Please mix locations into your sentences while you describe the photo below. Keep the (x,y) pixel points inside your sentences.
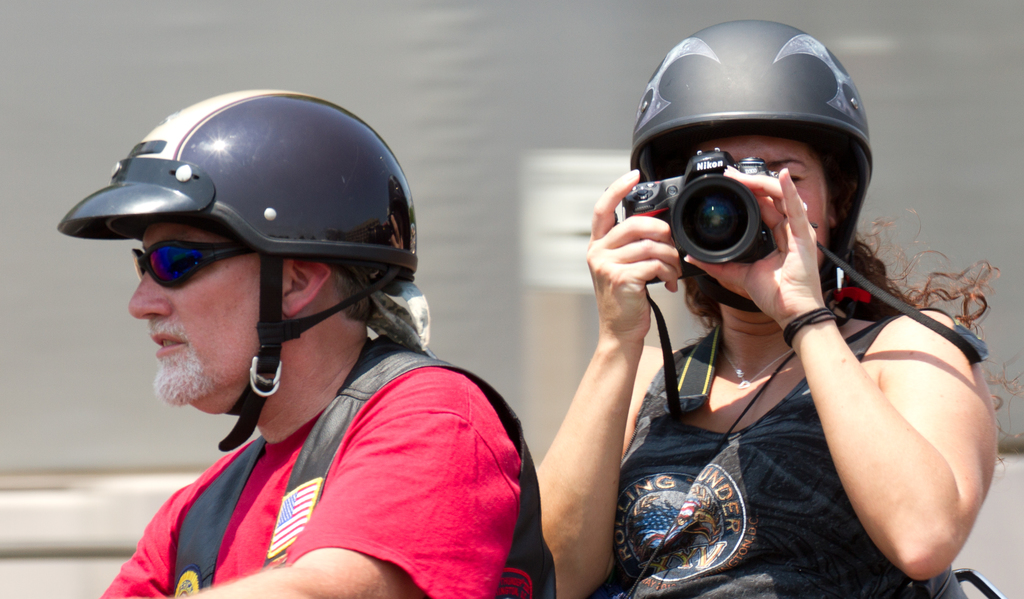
There are two persons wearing helmet (723,80) and the person (773,263) in the right (769,282) is holding a camera (724,216) in her hand (773,227).
